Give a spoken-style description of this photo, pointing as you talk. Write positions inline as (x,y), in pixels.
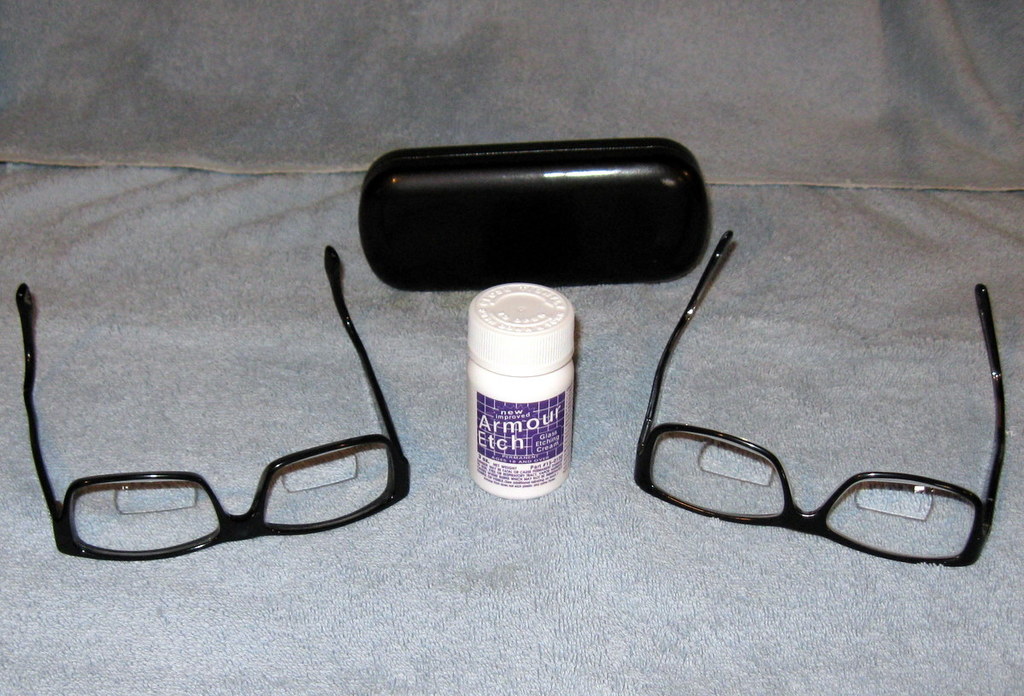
In this image we can see a box (454,285), bottle (536,426) with some text (524,469) on it and the optical glasses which are placed on a cloth (526,567).
